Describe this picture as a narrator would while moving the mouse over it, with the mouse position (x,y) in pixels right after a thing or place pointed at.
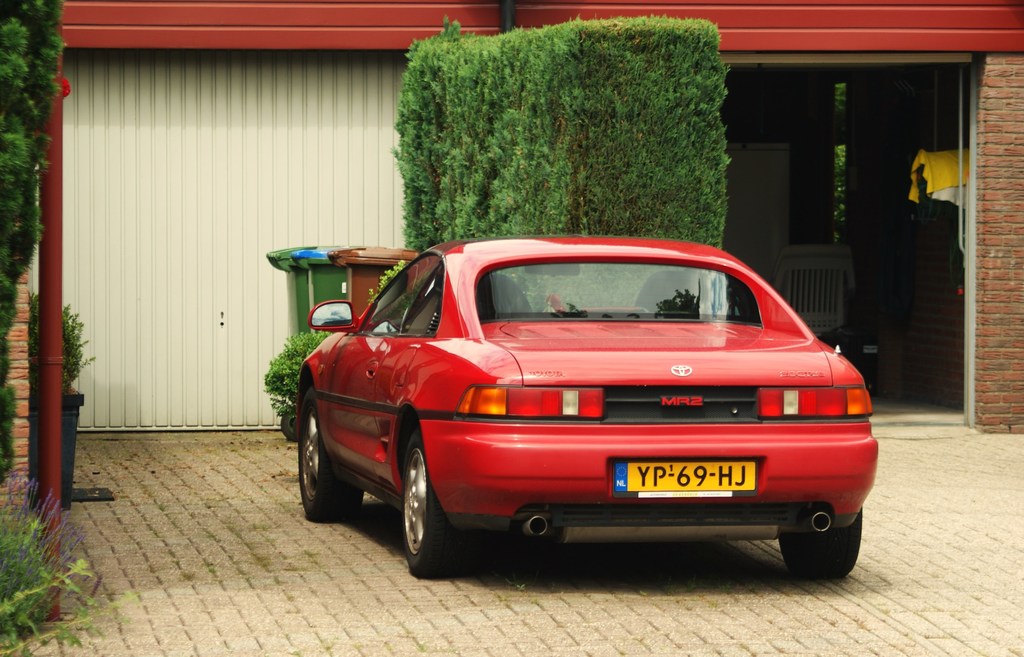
This image consists of a red color car (623,362) is parked on the road (258,586). At the bottom left (45,571), there is grass (43,540). In the front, there is a plant (580,135). In the background (295,110), there is a shed (973,223) along with a wall (982,80).
